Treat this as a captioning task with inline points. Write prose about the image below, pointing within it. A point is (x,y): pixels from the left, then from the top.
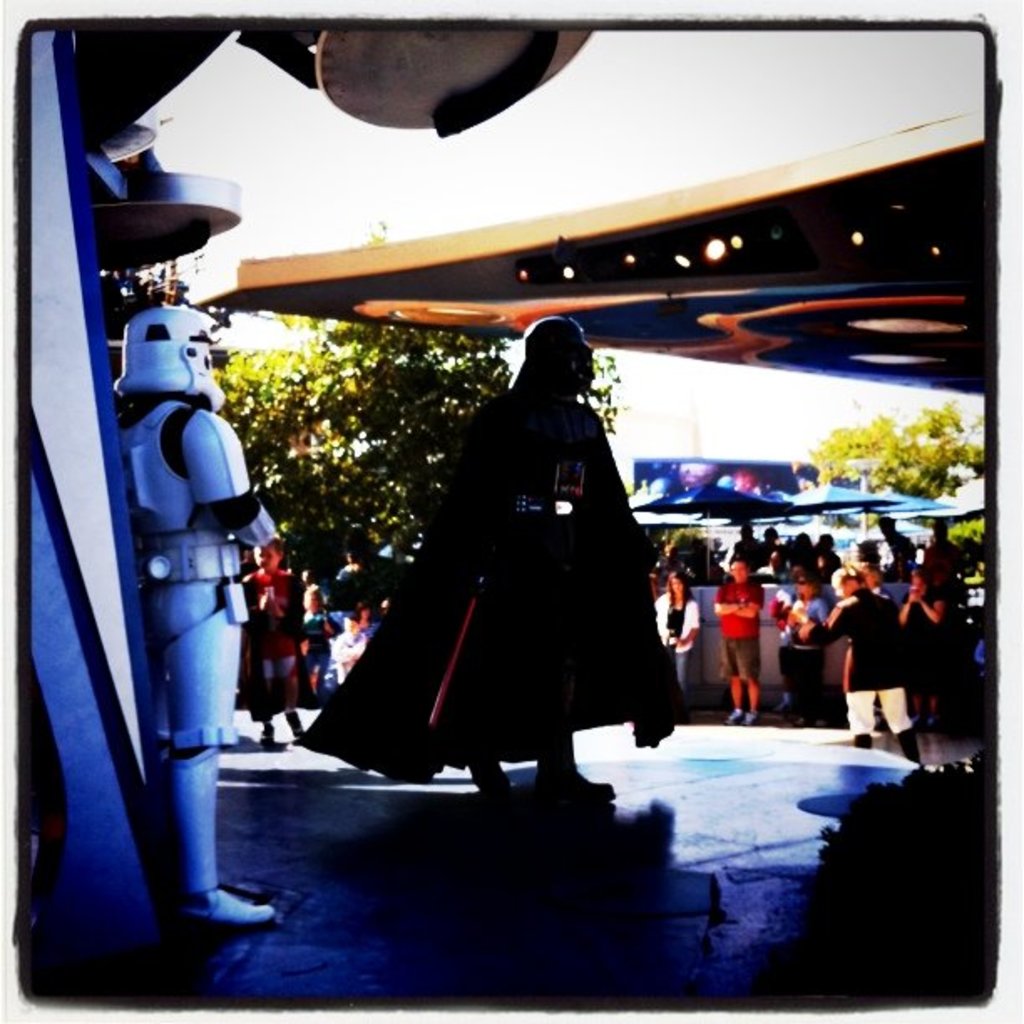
In this picture there are group of persons (383,634) standing and walking. In the front (515,577) the persons (511,597) are standing and wearing costumes (517,560) which are black and white in colour. In the background (776,574) there a persons (682,586) standing and on the right side (872,671) there is a man (887,671) wearing a black colour t-shirt (885,679) is walking. In the background (420,378) there are trees (954,458) and there is a roof (813,262) which is blue in colour.
